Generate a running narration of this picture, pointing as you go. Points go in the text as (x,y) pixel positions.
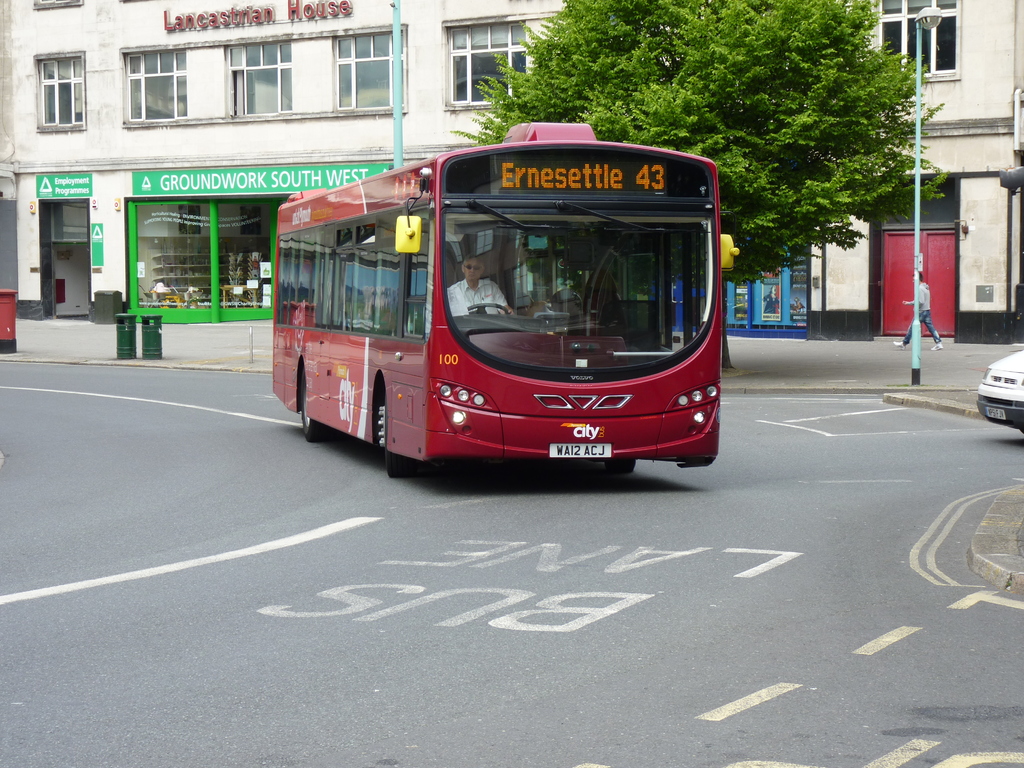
In this image I can see a bus (406,363) on the road (245,499). In the background (803,64), I can see a tree (741,67) and a building (260,131) with some text (233,182) written on it.
